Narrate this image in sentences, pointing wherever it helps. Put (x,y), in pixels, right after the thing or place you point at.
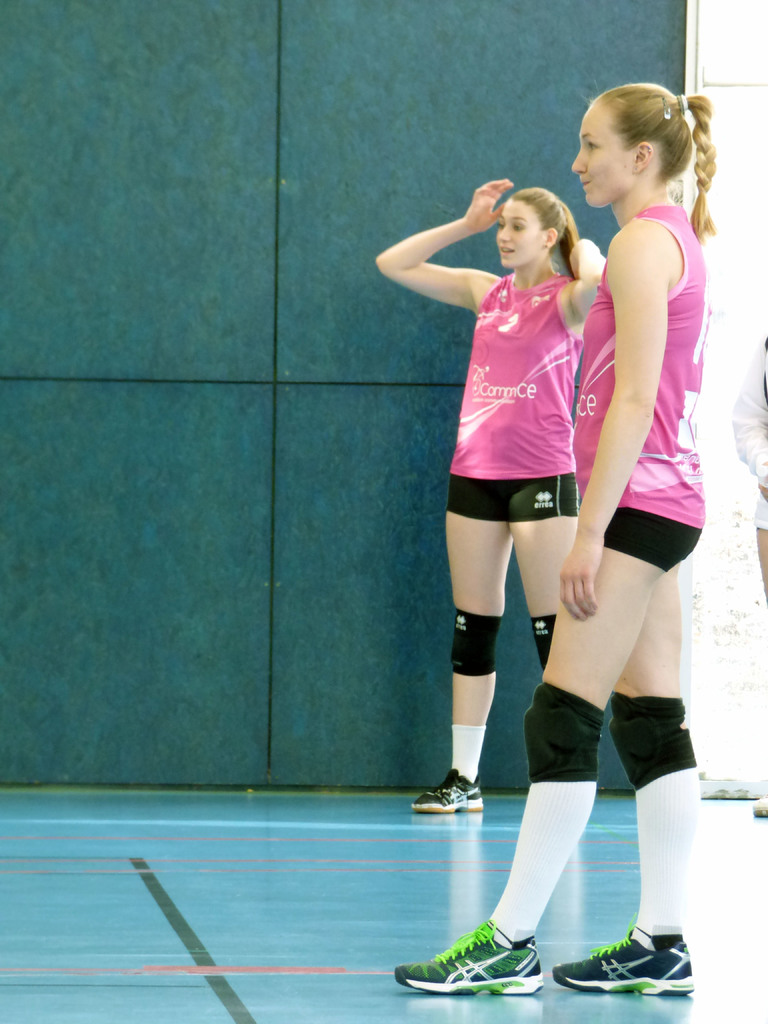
In this image I can see two persons (485,546) standing and they are wearing pink and black color dresses (541,486) and I can see the green color background (276,551).
